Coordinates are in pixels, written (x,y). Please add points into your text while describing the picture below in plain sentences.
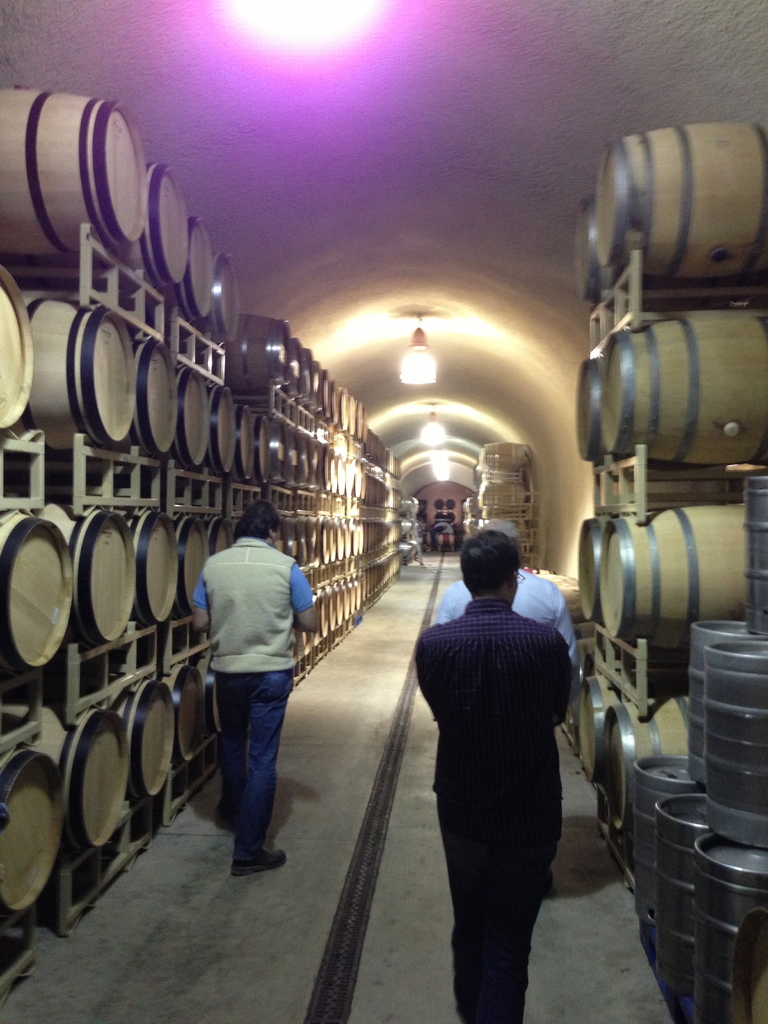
3 men (465,725) are standing. There are barrels (33,532) on the either sides. There are lights (273,11) on the top (267,18).
